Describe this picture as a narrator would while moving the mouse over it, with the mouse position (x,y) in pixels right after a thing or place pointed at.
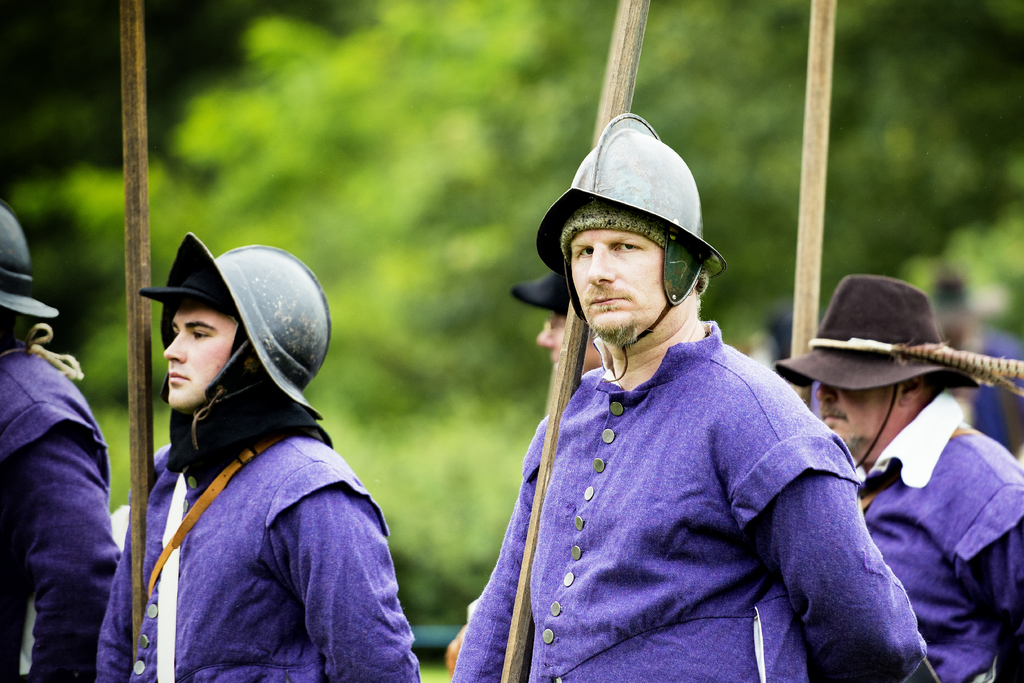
In the foreground of the image (316,407) there are people (604,562) wearing helmets (580,191) and holding wooden sticks (135,116) in their hands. In the background of the image (456,480) there are trees (396,213).
